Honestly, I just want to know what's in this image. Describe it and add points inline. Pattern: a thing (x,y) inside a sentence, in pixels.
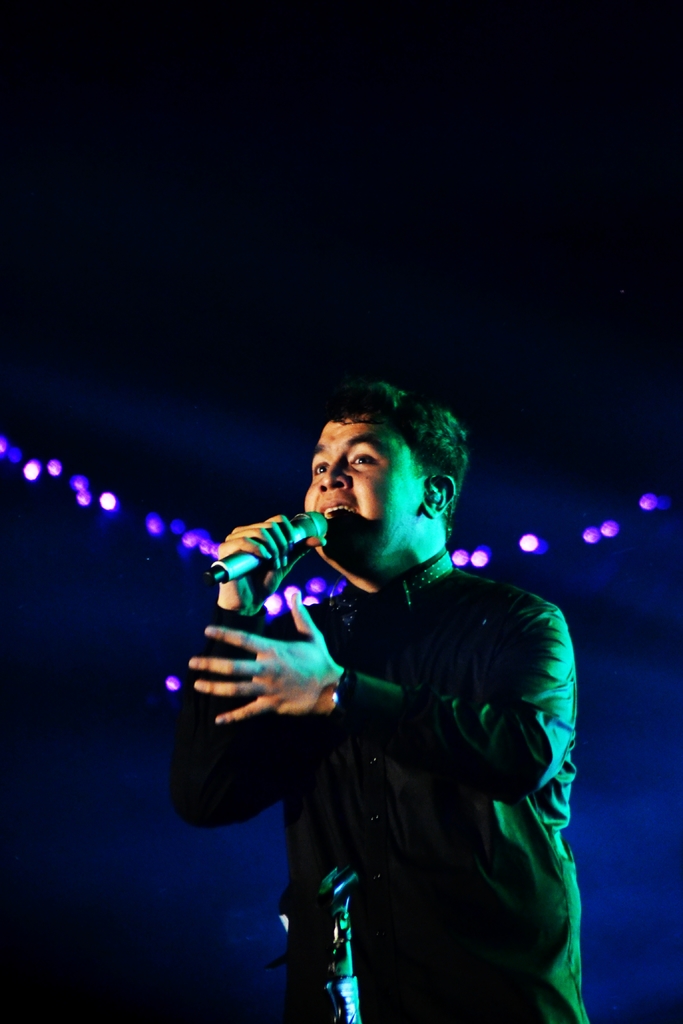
In this image, we can see a person (312,742) is holding a microphone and singing. At the bottom (347,966), we can see an object (339,940). Background (651,603) there is a dark view. Here we can see the lights (14,451).
